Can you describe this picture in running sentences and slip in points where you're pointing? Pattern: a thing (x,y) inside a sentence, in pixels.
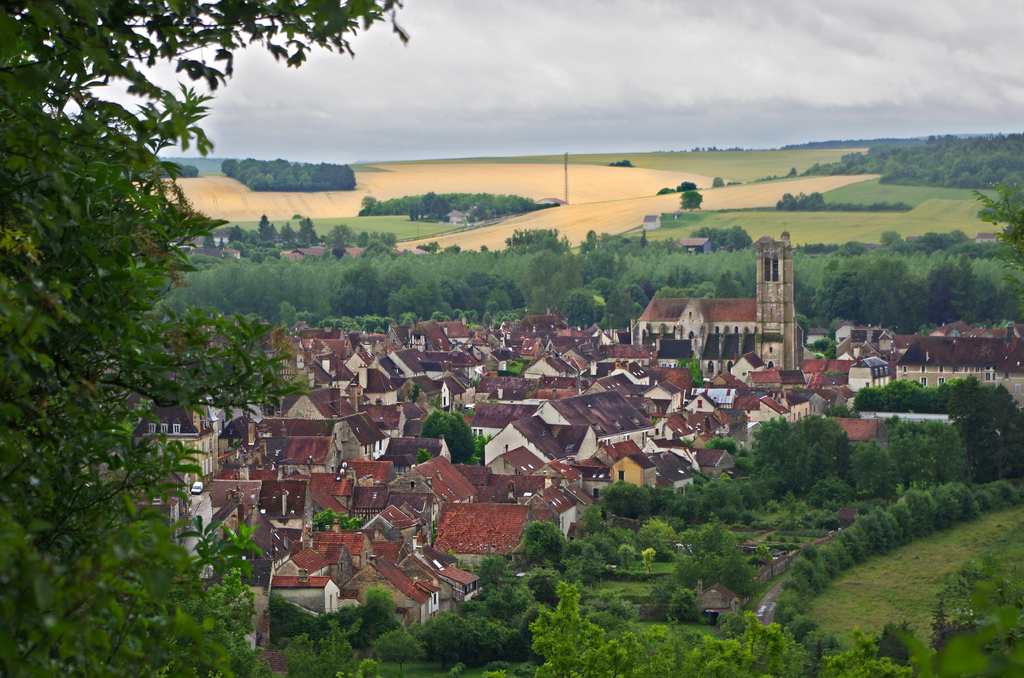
In this image at the bottom (530,528), there are houses (499,493), trees (650,655), plants (580,569), grass (869,606). In the middle (463,254) there are crops (875,229), trees (961,247), sky (496,109) and clouds (534,90).
